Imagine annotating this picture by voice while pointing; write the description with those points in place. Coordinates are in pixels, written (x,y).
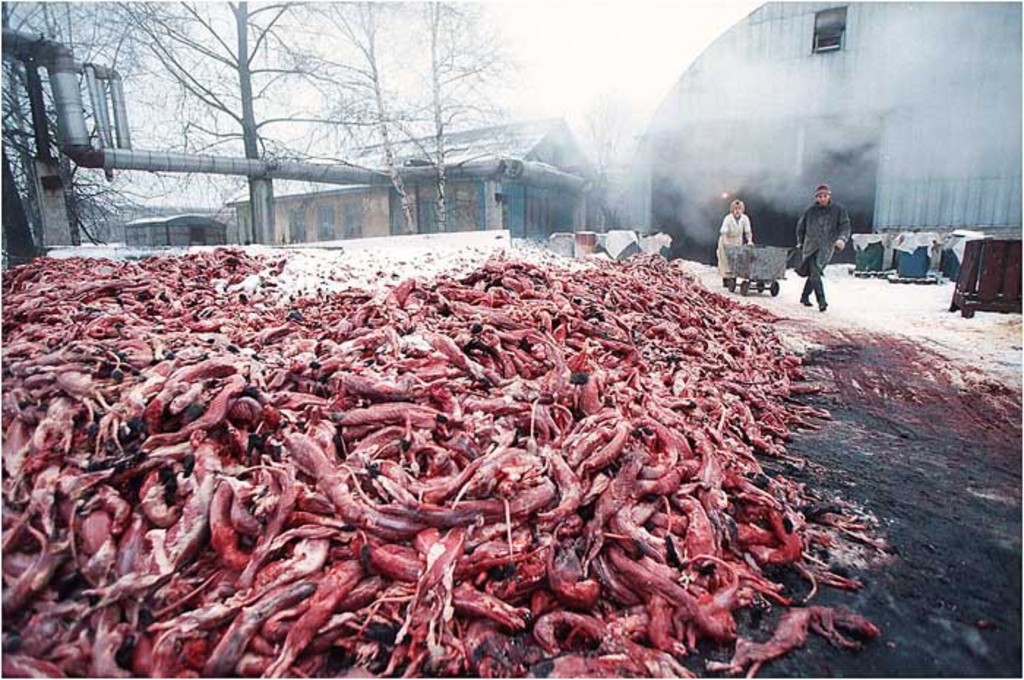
On the left side (163,356), there are skinned animal carcasses (144,351) arranged on a surface (788,338). In the background (832,219), there are two persons (825,207) walking on a road (878,322), one of them is holding a trolley (775,255), there are trees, buildings (576,225), smoke (612,217), tins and there are clouds (627,115) in the sky (446,47).
